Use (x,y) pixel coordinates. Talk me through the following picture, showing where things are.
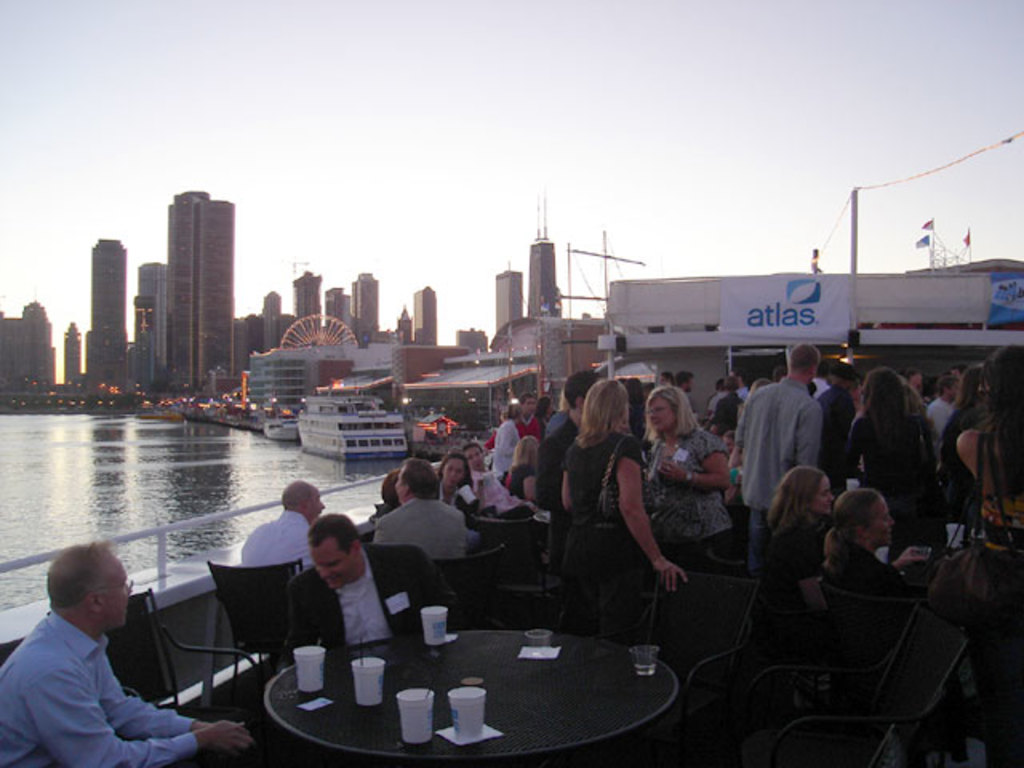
There are few people (680,490) standing and few people (520,500) sitting on the chairs (246,646). This is a table (498,722) with glasses (400,724) on it. This is a banner (780,310) attached to the building (900,297). This looks like a giant wheel (314,339). This looks like a ship (340,427) on the water (298,459). These are the buildings (189,357).
